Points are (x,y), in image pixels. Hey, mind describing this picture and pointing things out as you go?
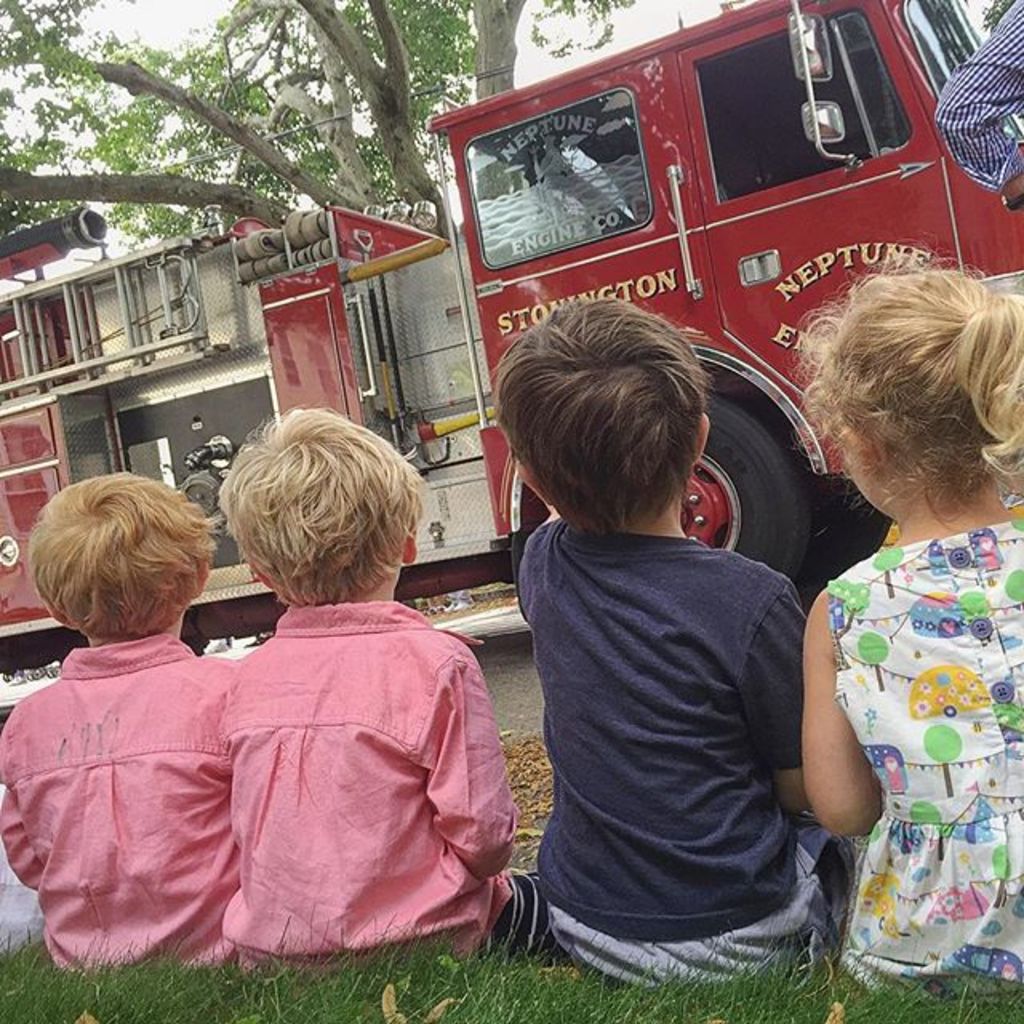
In this image I can see a vehicle (449,204) and in front of the vehicle (829,141) I can see there are children's (963,526) sitting on grass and at the top (4,18) I can see the sky (637,7) and on the right side (978,62) I can see a person hand (959,94).
